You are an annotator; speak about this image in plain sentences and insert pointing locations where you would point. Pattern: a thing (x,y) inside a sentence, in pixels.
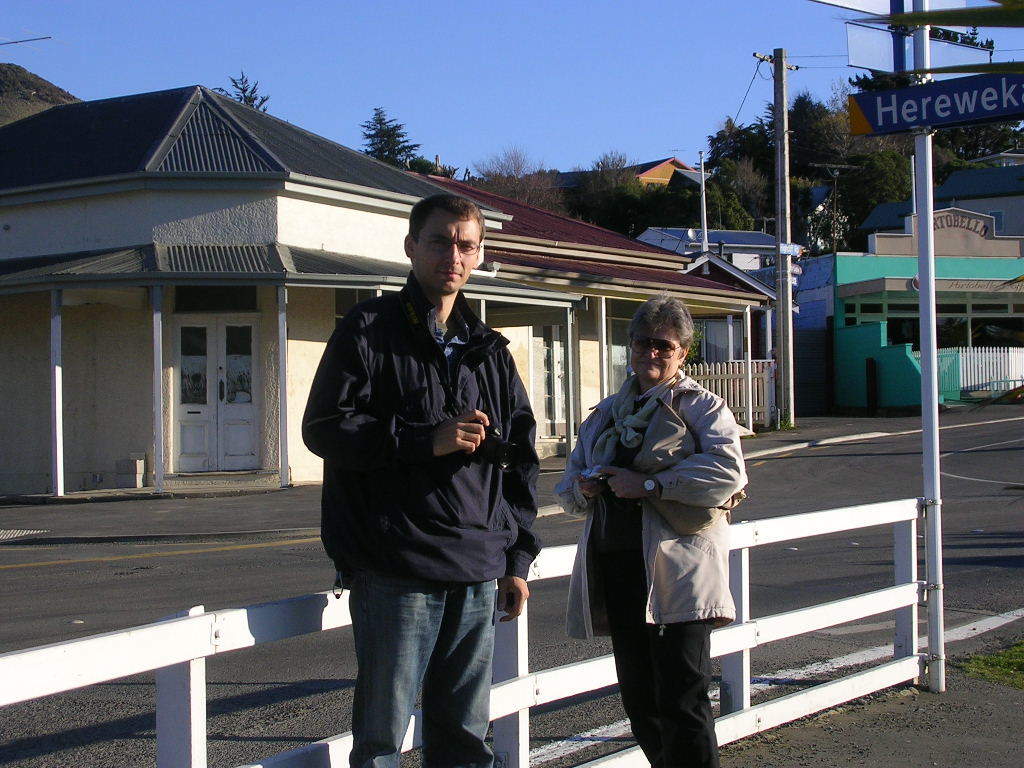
We can see black road (295,580) and white color wooden barricade (503,634). We can see two people (597,509) standing over there a man (479,424) with blue color jacket (479,404) and women (711,481) with the white jacket (706,429). We can see electric poles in this picture. On the left side (142,363), we can see a house (219,352) with grey and brown color rooftop (276,160). On the backside (8,100) we can see mountains (63,92) and trees (826,234).
